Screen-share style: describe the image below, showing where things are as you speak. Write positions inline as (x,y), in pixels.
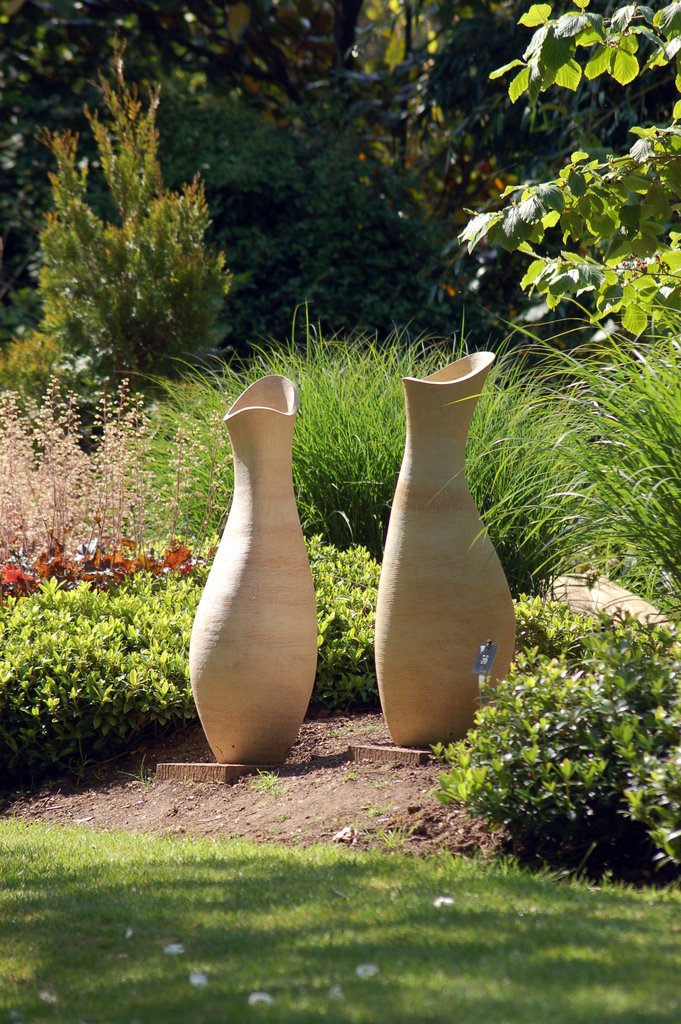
In this picture we can see the grass (207,916), plants (177,690), pots (290,656) on the ground (304,837) and in the background (260,177) we can see trees (355,225).
